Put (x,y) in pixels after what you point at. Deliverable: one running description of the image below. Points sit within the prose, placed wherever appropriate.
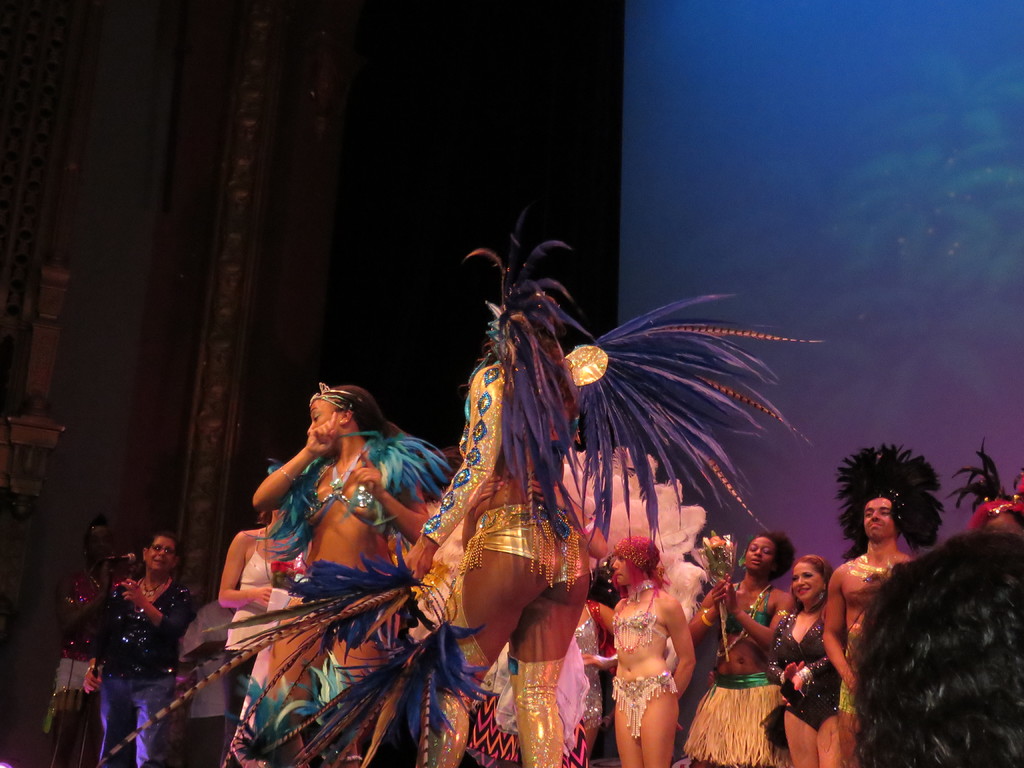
In this picture there is a group of girls (377,678) wearing fancy dresses (447,646) and dancing on the stage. Behind we can see a black curtain (364,253) and a blue wall (789,268).
